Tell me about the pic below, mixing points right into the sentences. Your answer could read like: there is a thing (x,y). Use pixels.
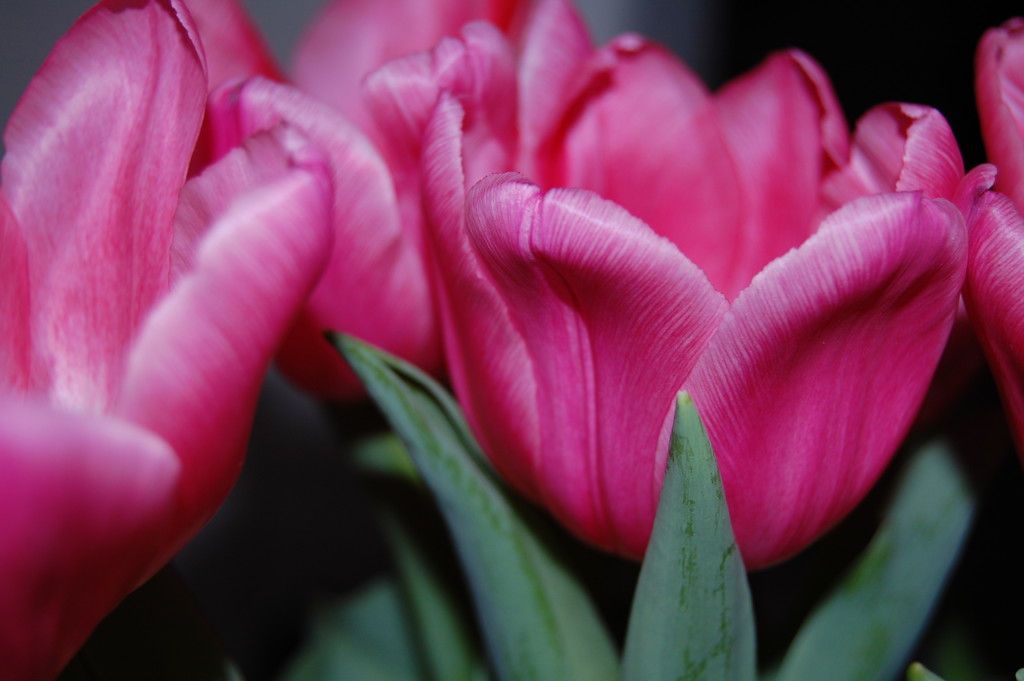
In this image we can see tulips (303,262) which are in pink color. At the bottom (519,613) there are leaves (520,594).
